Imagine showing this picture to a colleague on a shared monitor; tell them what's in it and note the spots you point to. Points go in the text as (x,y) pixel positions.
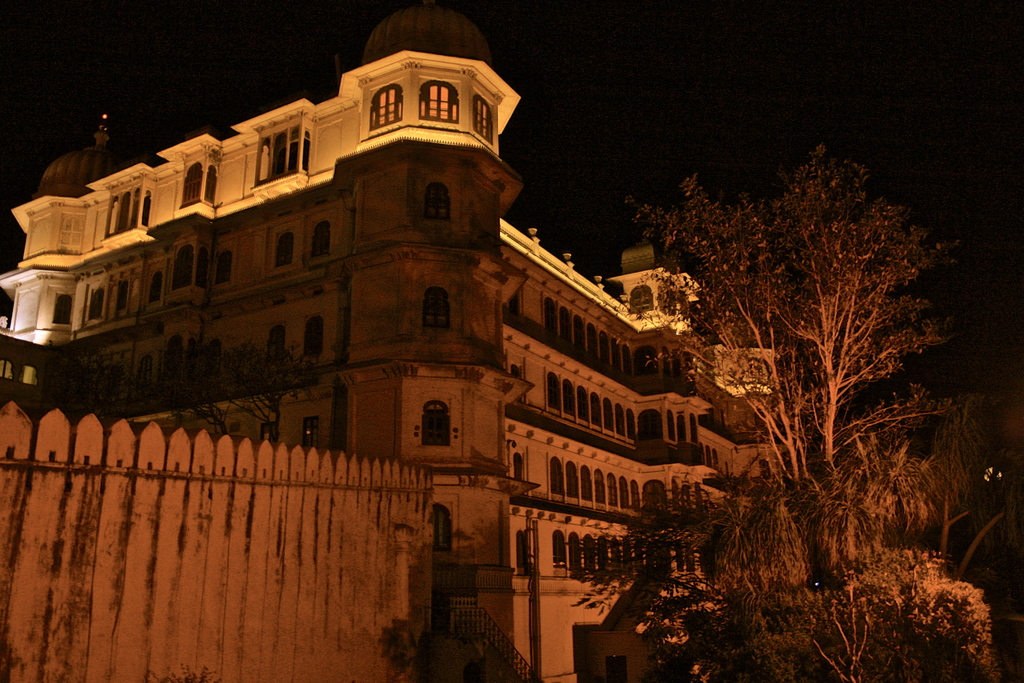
In this image at the left side (315,206) there is a building (466,210). In front of the building (725,417) there are trees (883,366). At the left side of the image (173,581) there is a wall (158,537).
